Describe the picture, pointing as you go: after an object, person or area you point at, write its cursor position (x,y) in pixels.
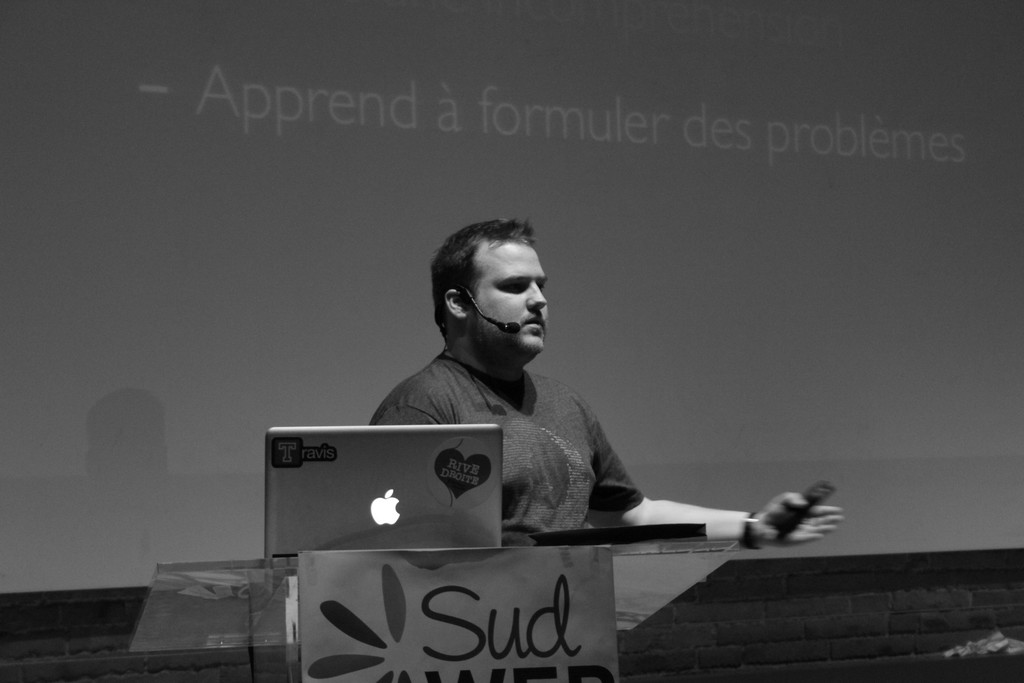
In this picture we can see a person (571,424) talking, he is holding an object (790,506) in hands (763,514), in front we can see laptop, some objects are placed on the table (614,565), behind we can see display (199,256) on the board (68,585).
